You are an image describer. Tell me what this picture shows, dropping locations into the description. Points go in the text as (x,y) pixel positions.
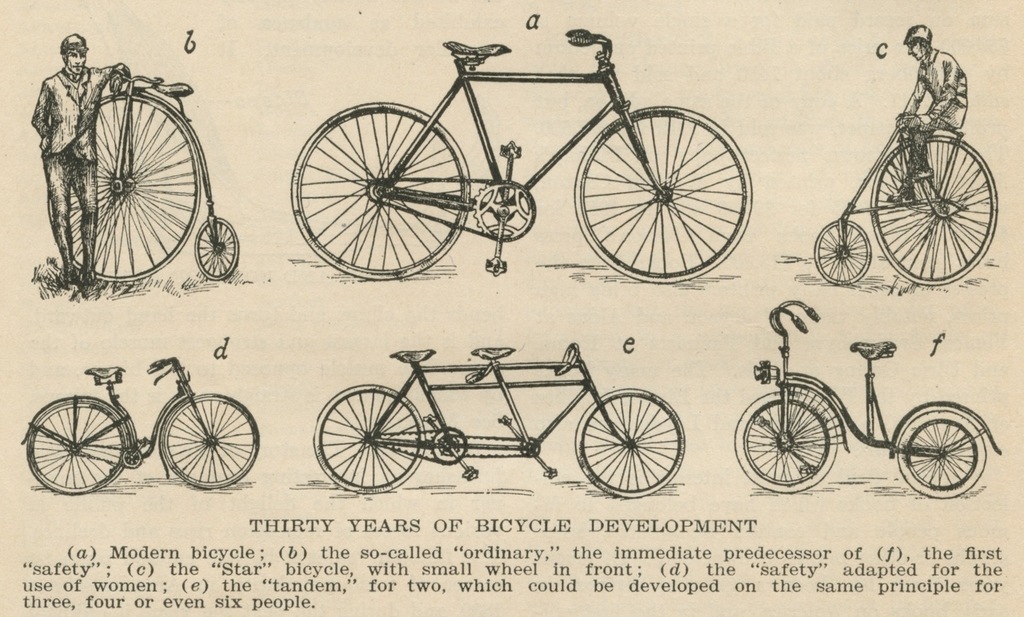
This image consists of a poster (478,308) with different types of bicycles (338,254) and a text (426,552) on it.
